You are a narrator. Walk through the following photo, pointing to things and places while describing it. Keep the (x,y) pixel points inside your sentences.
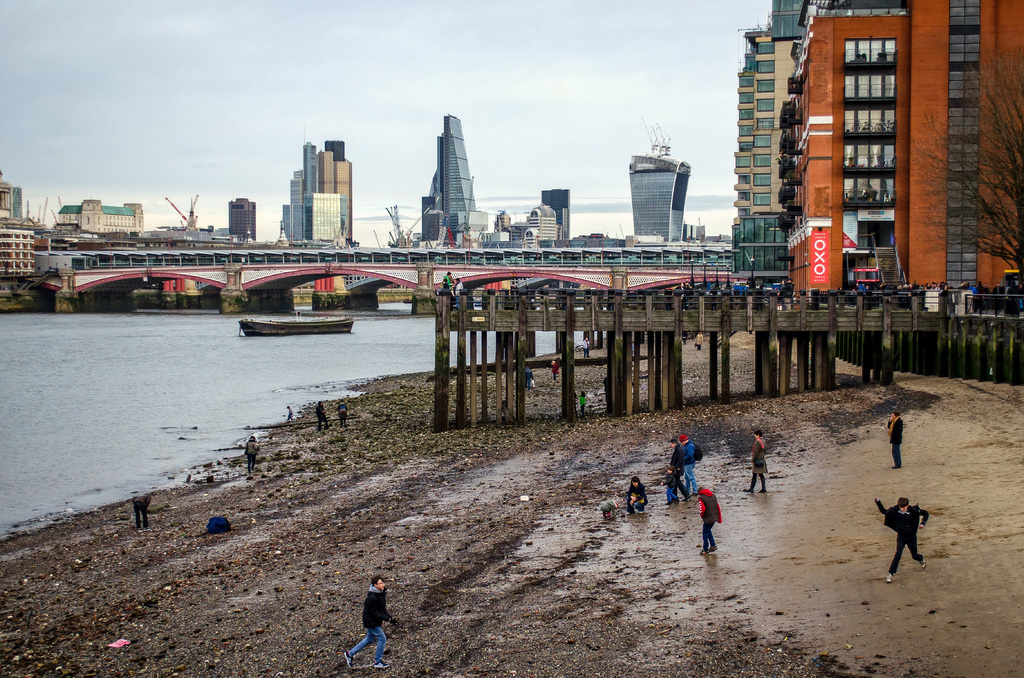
In this image I can see in the middle (678,438) few people (889,430) are walking at here, on the left side (215,398) it looks like a river (197,385). In the middle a boat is moving in this, there is a bridge (570,281), at the back side (897,194) there are buildings (742,240). At the top (626,108), it is the sky (546,91).
